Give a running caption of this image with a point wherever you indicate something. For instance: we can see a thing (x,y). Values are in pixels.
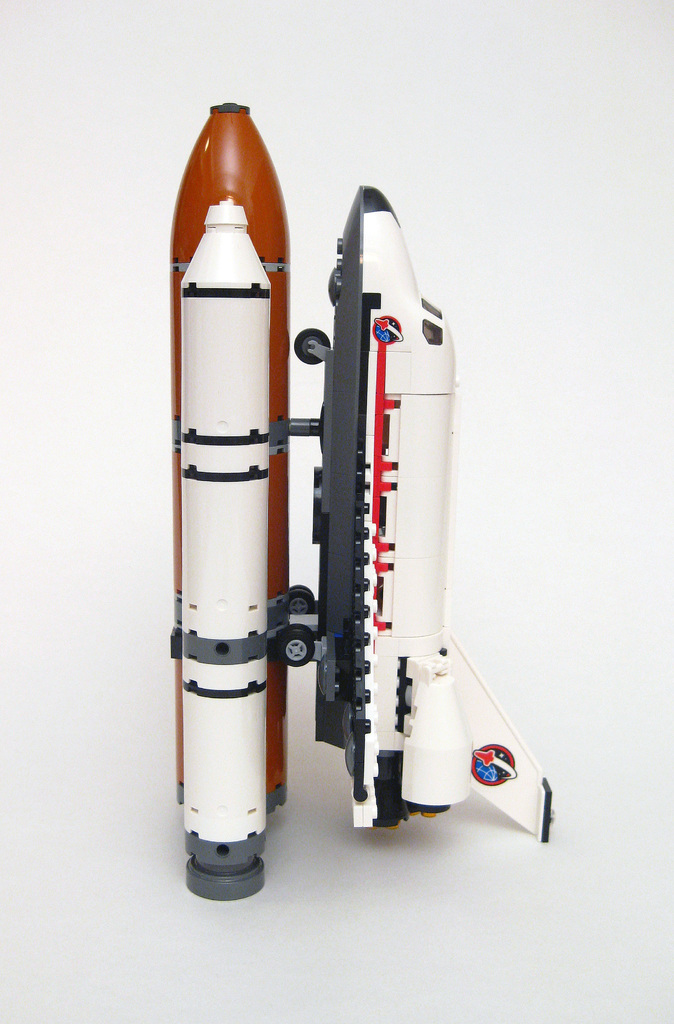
This is an artificial Space Plane (378,619) with a fuel tank (244,707). These are the wheels (313,336), which are attached to the Space Plane (372,406). The background (125,133) looks white in color.
